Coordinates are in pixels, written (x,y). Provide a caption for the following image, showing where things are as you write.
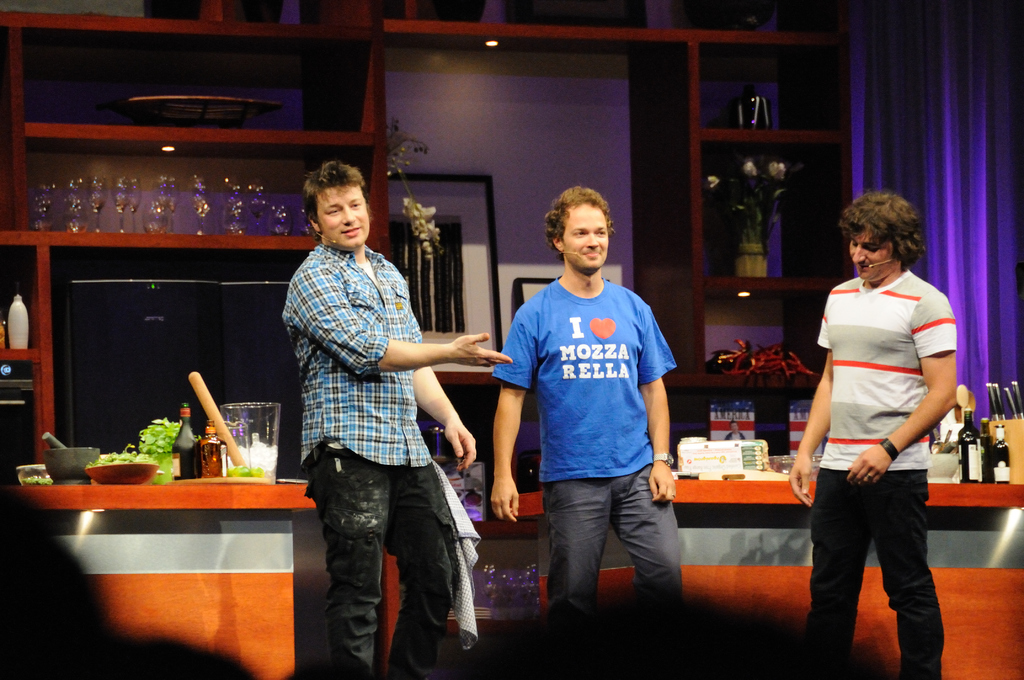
In this image there are three people (359,495) standing, behind them there are so many objects (63,459) and vegetables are arranged on the platform (254,501). In the background (798,432) there are a few objects (166,178) and frames (488,206) are arranged in the rack (681,253).
